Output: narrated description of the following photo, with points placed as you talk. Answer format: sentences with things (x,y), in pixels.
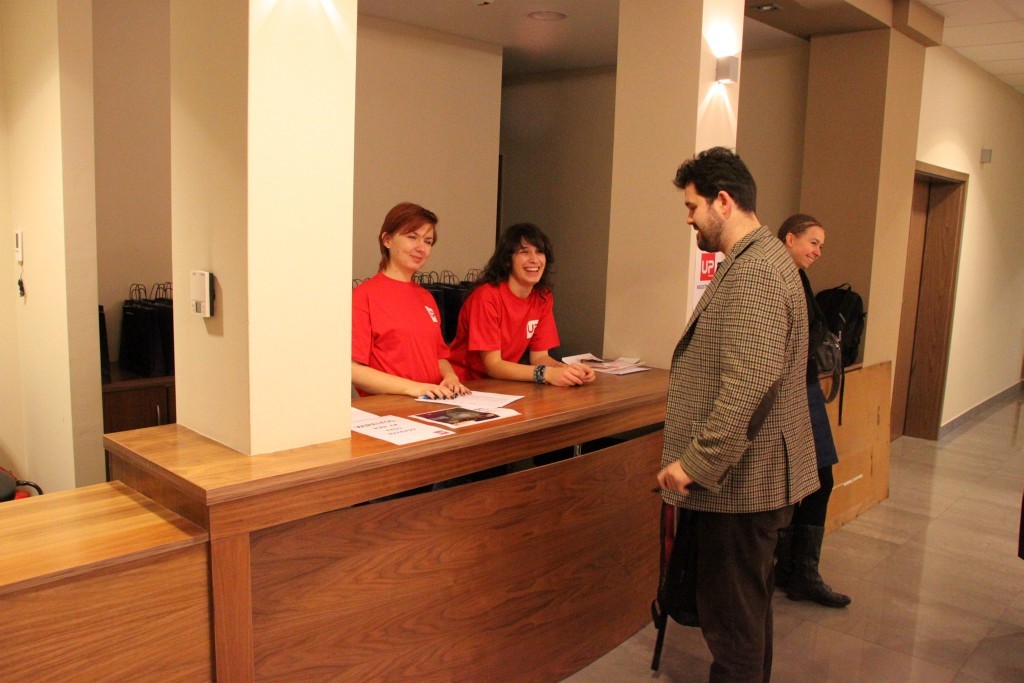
In the given image we can see four people (711,387). Two girls (495,319) wearing same color t-shirt (397,346) and opposite of them there are other two persons (754,280).
